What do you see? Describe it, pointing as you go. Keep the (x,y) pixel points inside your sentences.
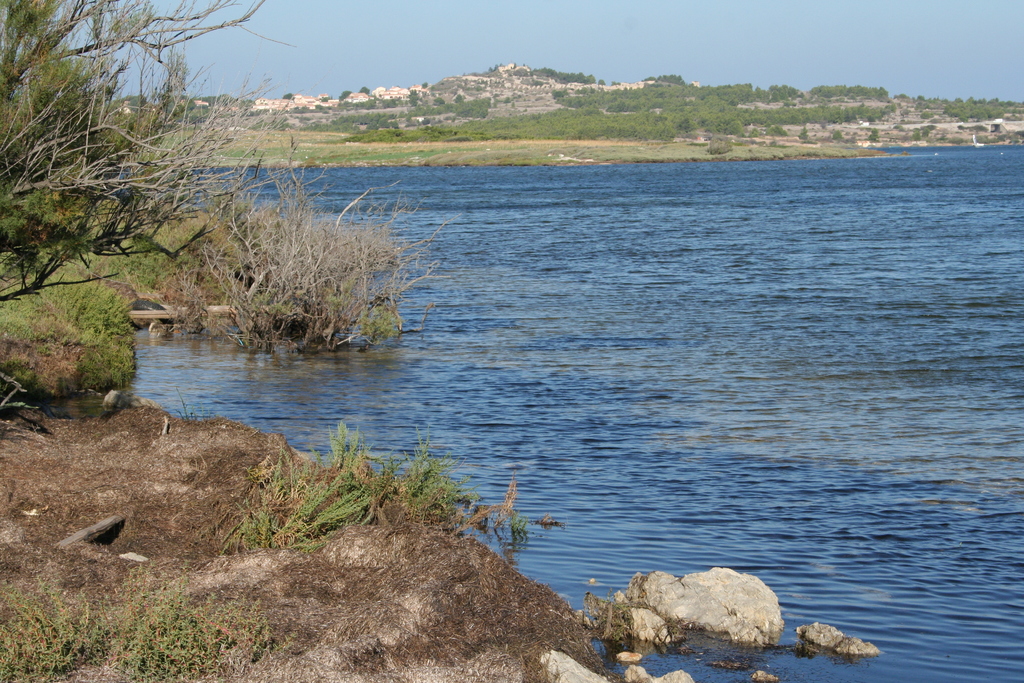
In the image we can see there is a lake (704,368) and beside there are plants (61,152) on the ground (141,486) and behind there are lot of trees (673,116).
